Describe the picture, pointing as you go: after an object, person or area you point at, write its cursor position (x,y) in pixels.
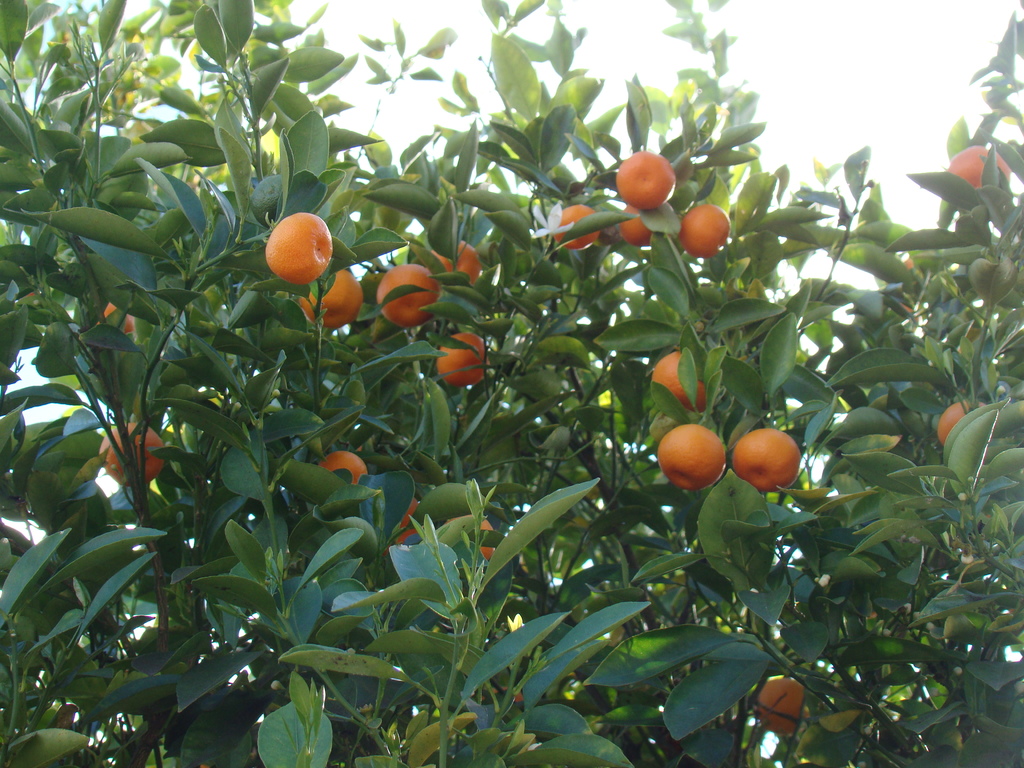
In this image we can see trees (586,396) with fruits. In the background of the image (484,54) there is the sky (916,51).
